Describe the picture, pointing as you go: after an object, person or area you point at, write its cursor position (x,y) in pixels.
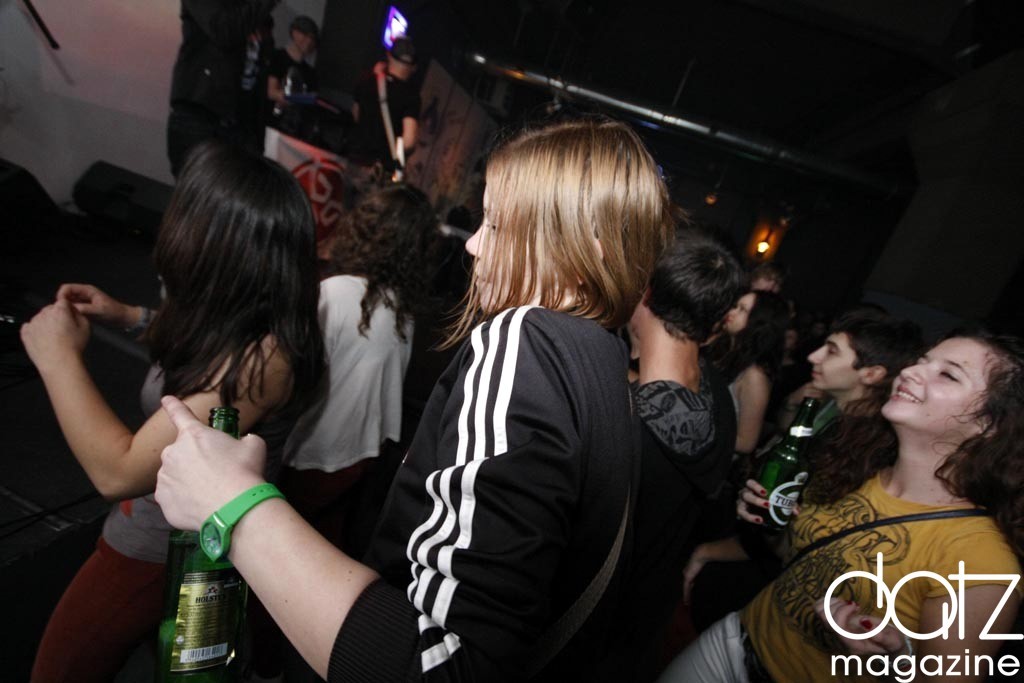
In the image we can see the group of peoples (493,208) were standing and they were holding beer bottles (796,480), and they were smiling. And coming to the background (262,58) were some more peoples (305,89) on the stage (388,106).
